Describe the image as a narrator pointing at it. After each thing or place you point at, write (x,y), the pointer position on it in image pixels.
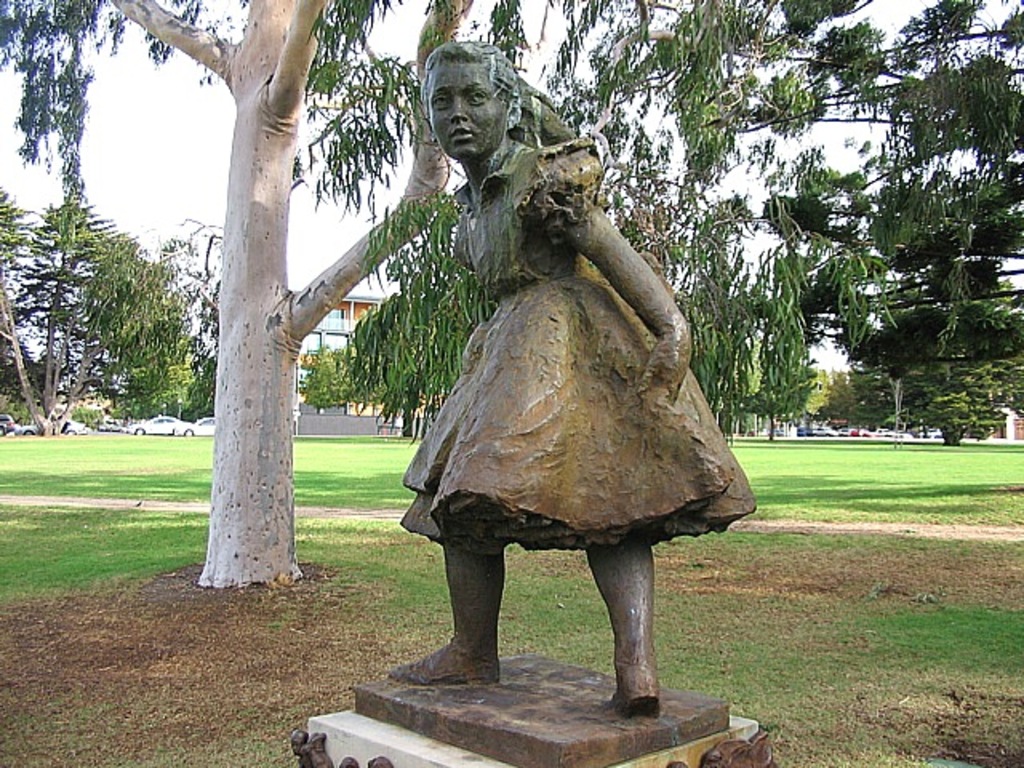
In this picture, we can see a statue (552,360), ground (210,610) with grass (838,626), trees (86,348), buildings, and the sky (124,178).
